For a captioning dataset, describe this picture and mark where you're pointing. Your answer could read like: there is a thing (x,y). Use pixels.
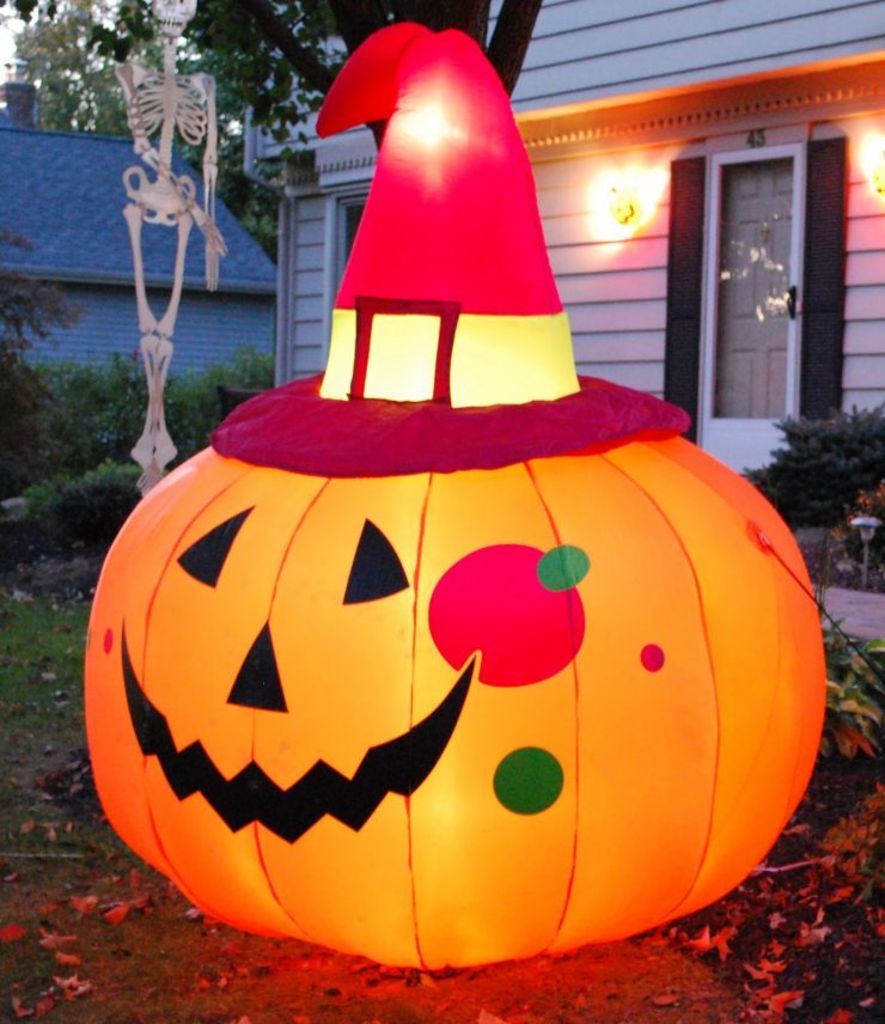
In the center of the image (296,622) we can see a pumpkin decor (386,580). In the background (580,316) there is a house (655,133), trees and bushes (840,487).
